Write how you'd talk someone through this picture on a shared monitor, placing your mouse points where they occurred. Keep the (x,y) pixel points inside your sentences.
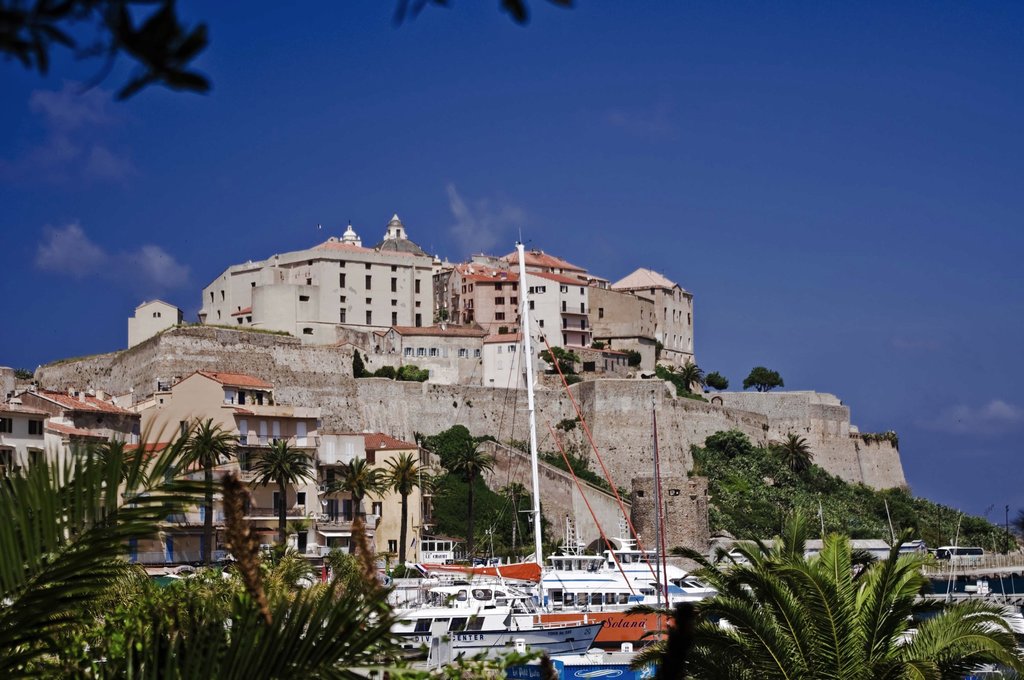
This image consists of a building (400,352). In the front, we can see a wall (579,510). At the bottom (458,664), there are boats (434,624) and trees (285,581). At the top (511,148), there is sky (659,212).
